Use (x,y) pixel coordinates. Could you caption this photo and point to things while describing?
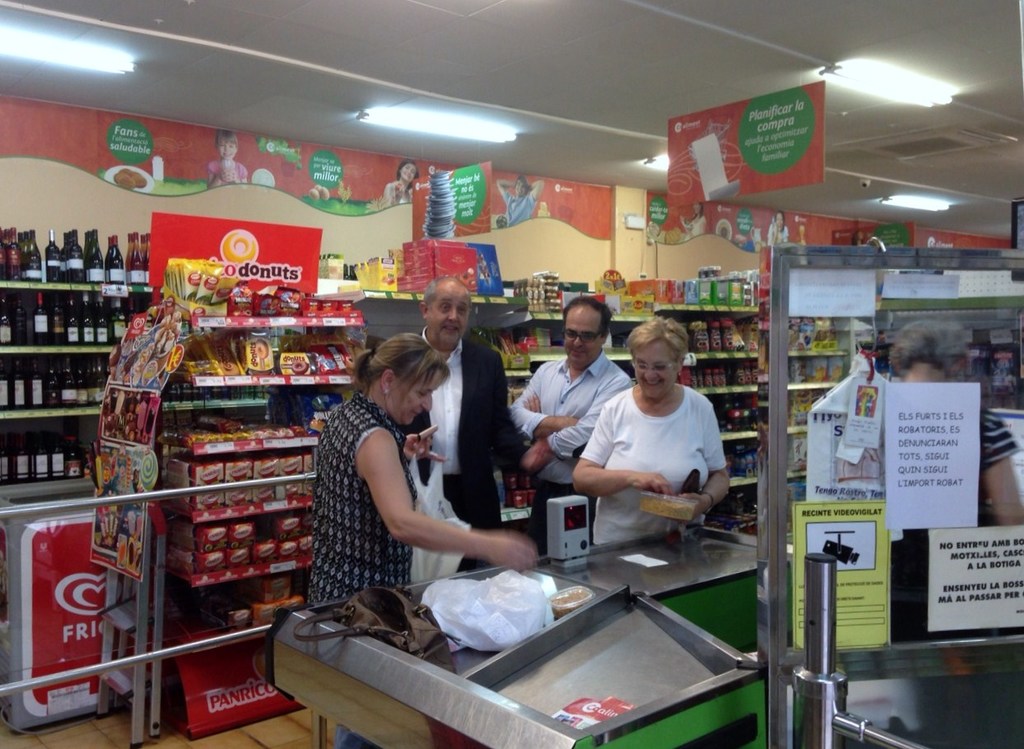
In this image I can see number of persons (456,452) are standing holding few objects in their hands (547,453). I can see few racks (195,377) with bottles (74,299), jars (720,341) and other objects (736,346) in them. I can see the wall (152,173), the ceiling (306,6), few lights (376,108), few boards (765,180) and few papers (864,436) attached to the glass surface (924,551).
